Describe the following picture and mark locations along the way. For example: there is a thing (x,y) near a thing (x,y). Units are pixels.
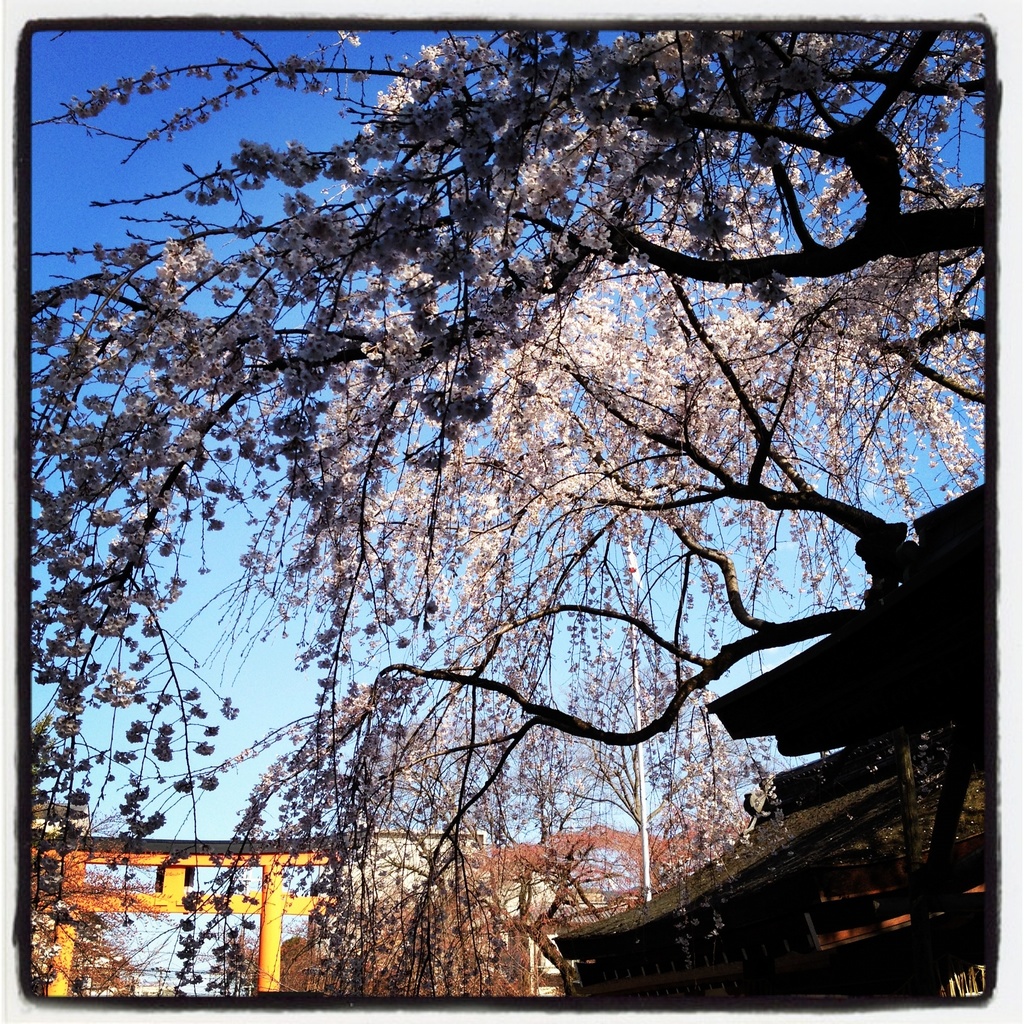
In this image I can see few trees (472,503). I can see a pole (643,857). I can see few buildings (968,914). In the background (202,959) I can see the sky (565,656).
